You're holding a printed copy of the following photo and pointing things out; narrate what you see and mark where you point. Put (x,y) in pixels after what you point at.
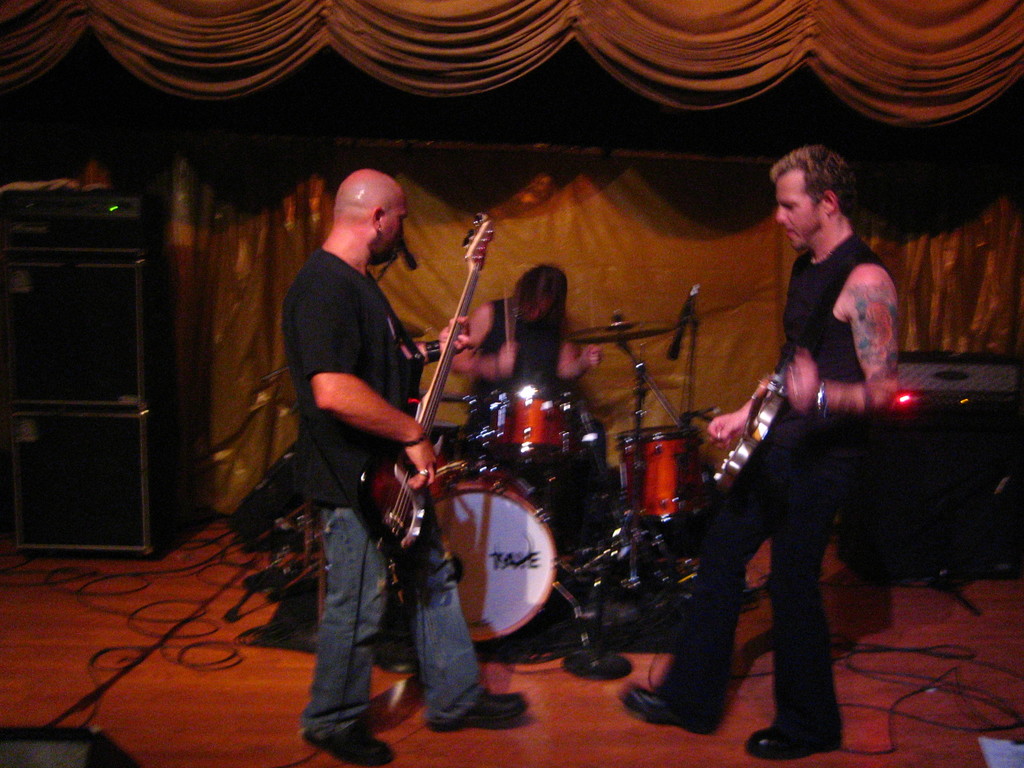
In this image, we can see 3 peoples (789,411) are playing a musical instrument (381,493). There is a yellow color background curtain (607,268). And top of the image (668,57) we can also see. Left side (94,450) and right side (953,439), we can see some boxes (85,432). At the floor (173,612), There are so many wires (163,641).
